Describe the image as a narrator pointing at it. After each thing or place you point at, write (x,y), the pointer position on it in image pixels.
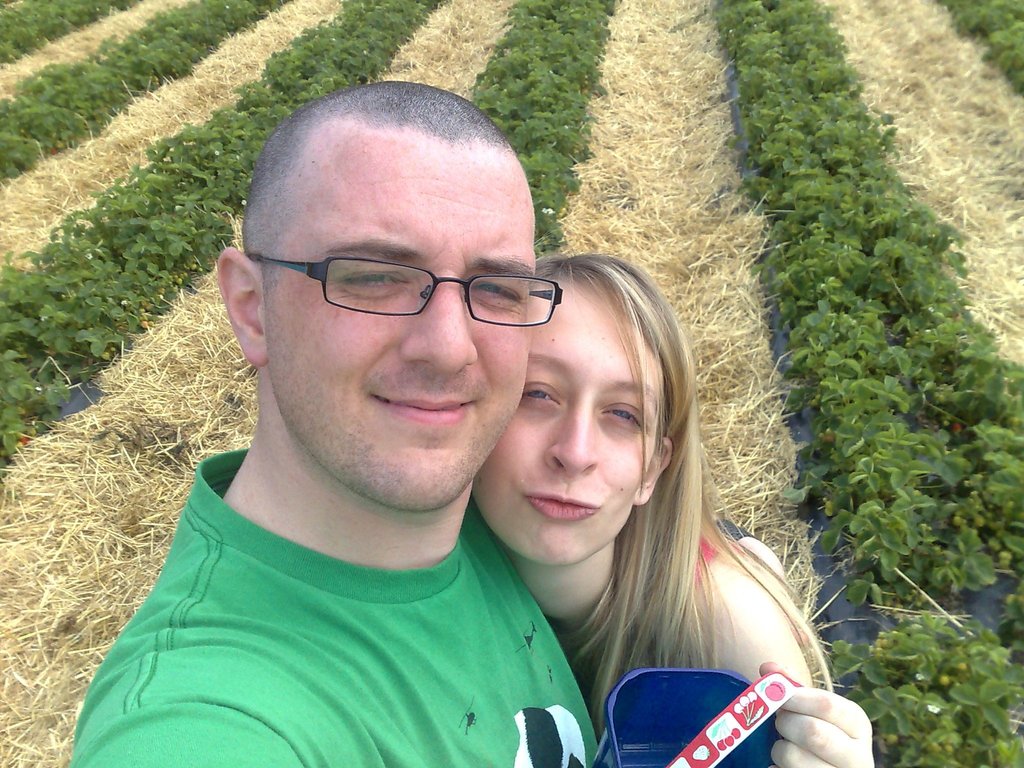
In this image there are two persons (479,512) truncated towards the bottom of the image (588,537), a person (500,480) is holding an object (621,699), there are plants (203,28) truncated towards the top of the image (783,64), there is straw (125,133), there are plants (876,396) truncated towards the right of the image (1008,72), there are plants (15,117) truncated towards the left of the image (39,275), there are plants (955,716) truncated towards the bottom of the image (965,736).
